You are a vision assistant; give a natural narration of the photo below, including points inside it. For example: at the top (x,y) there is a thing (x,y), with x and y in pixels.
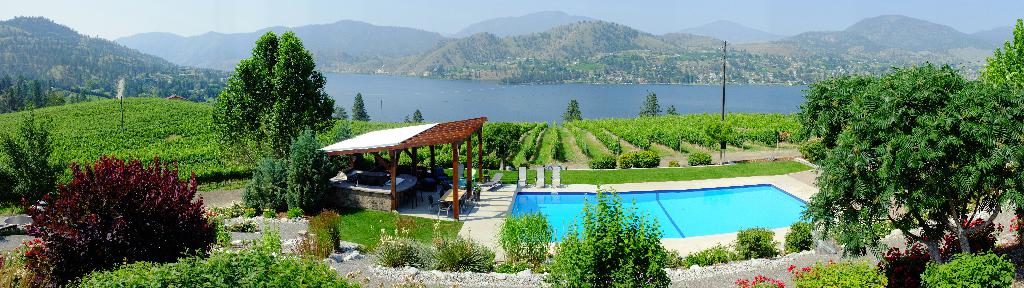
In this picture I can see there are few plants (198,202), trees (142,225), swimming pool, tables (398,182), chairs (447,180) and there are few mountains (191,53) in the backdrop (172,49) and they are covered with trees (99,66) and there is a lake (433,105). The sky (438,13) is clear.
